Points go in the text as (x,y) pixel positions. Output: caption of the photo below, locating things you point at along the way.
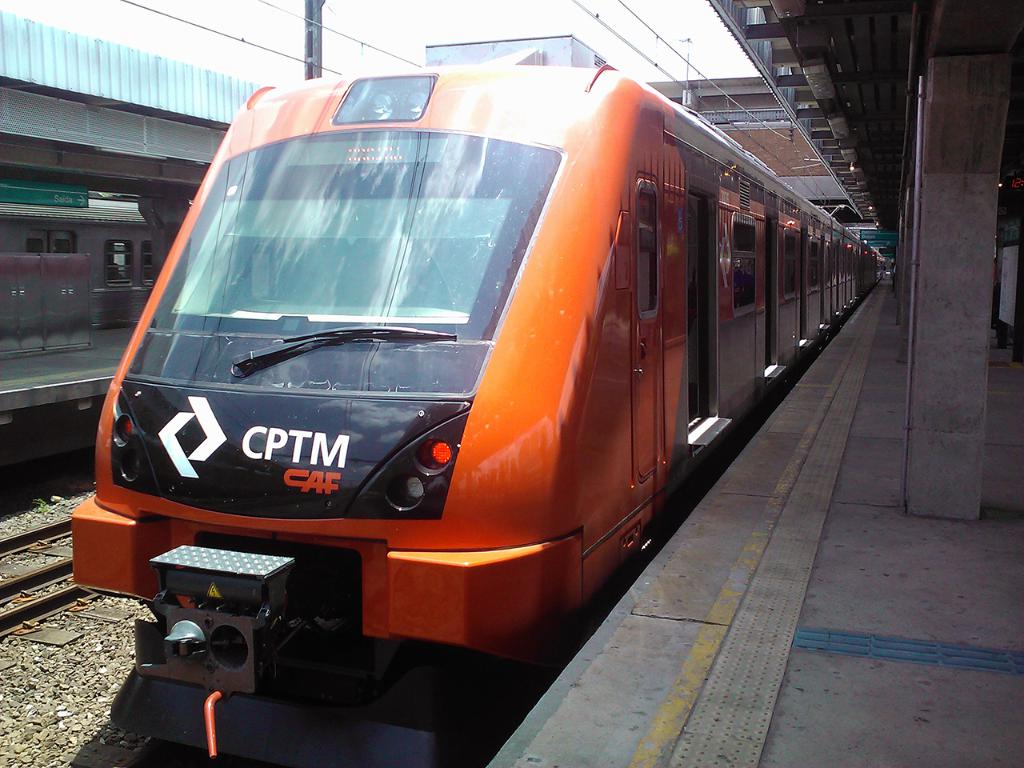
In the middle of the image (449,377) we can see a train (440,233), beside the train (407,232) we can find platforms (821,448) on the left (118,194) and right side of the image (772,455), in the background (724,80) we can see few cables (585,8), pole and a building (770,150).
